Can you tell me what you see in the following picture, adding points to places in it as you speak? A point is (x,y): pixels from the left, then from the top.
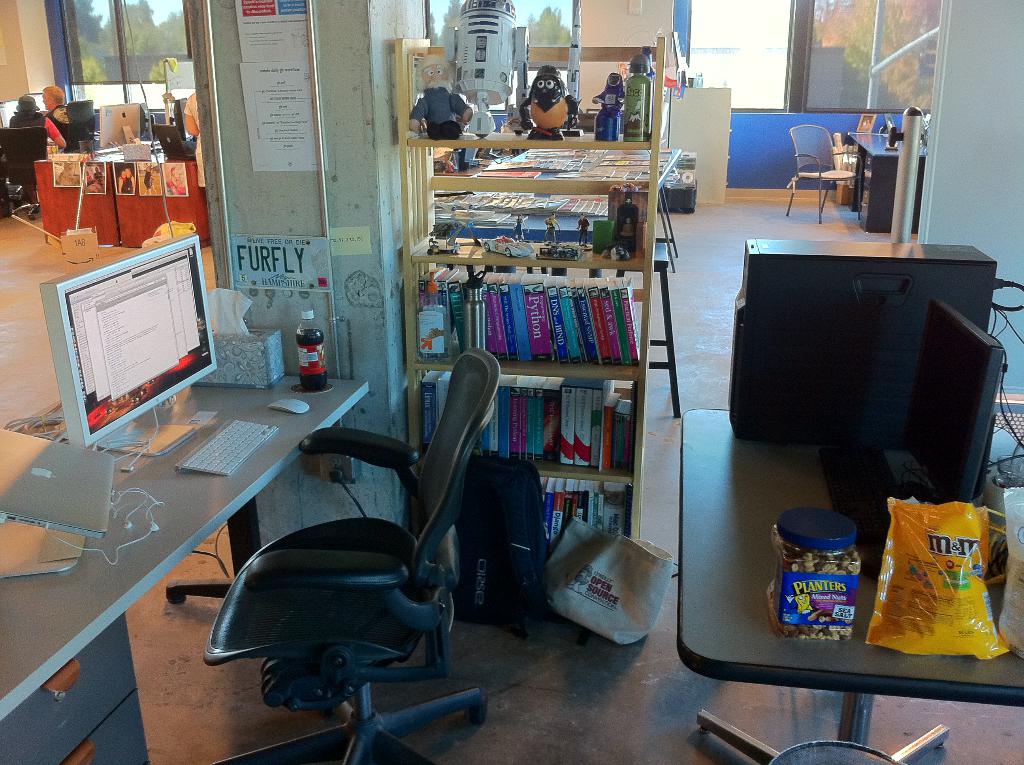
In this Image I see 2 persons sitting on chairs (23,132) and I see many tables (12,672) and there are few things (141,447) on it, I can also see a chair (360,612) over here and a table (739,679) and I see a rack (603,264) which is full of books (580,349) and other toys (465,26) on it. In the background (97,70) I see the windows (185,44).
